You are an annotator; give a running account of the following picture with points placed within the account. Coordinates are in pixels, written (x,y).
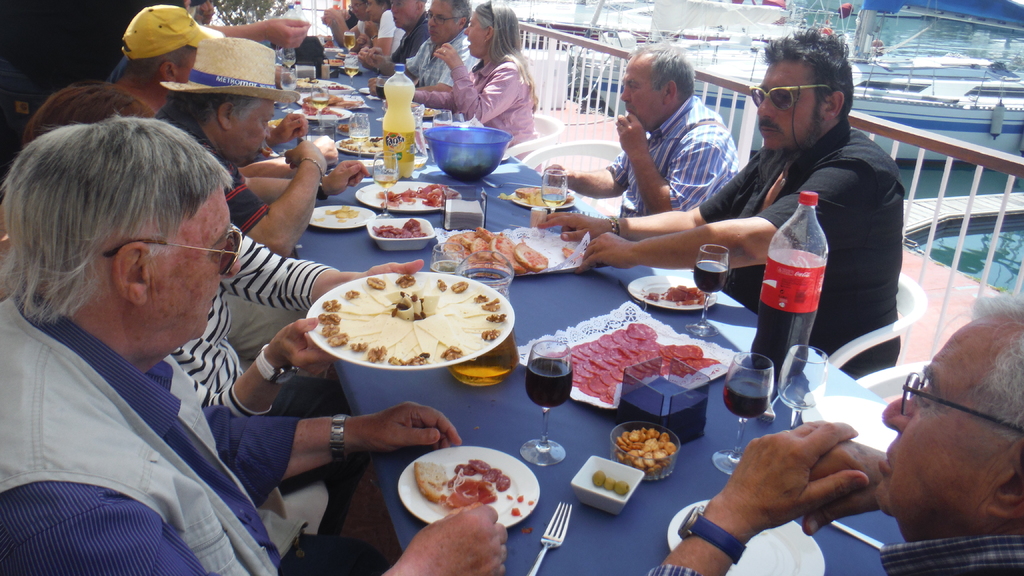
This picture describes about group of people (262,119), they are all seated on the chairs (553,136), in front of them we can find few bottles (790,311), glasses (558,389), plates (603,403), spoons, food (497,239) and few other things (623,427) on the table (592,308), in the background (941,109) we can see fence (906,139) and few boats (896,111) on the water (998,183).
